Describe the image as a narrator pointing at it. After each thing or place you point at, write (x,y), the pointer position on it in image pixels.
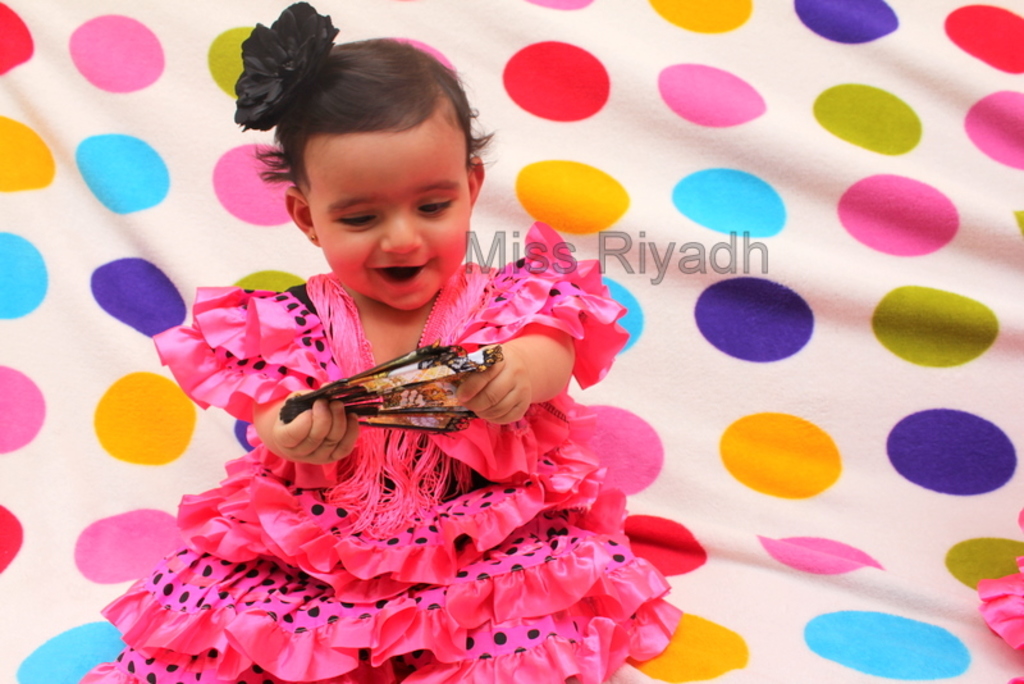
In this picture we can see a baby girl (467,285), she is smiling and she is holding an object (441,377), in the middle of the image (658,281) we can see some text (535,260).
